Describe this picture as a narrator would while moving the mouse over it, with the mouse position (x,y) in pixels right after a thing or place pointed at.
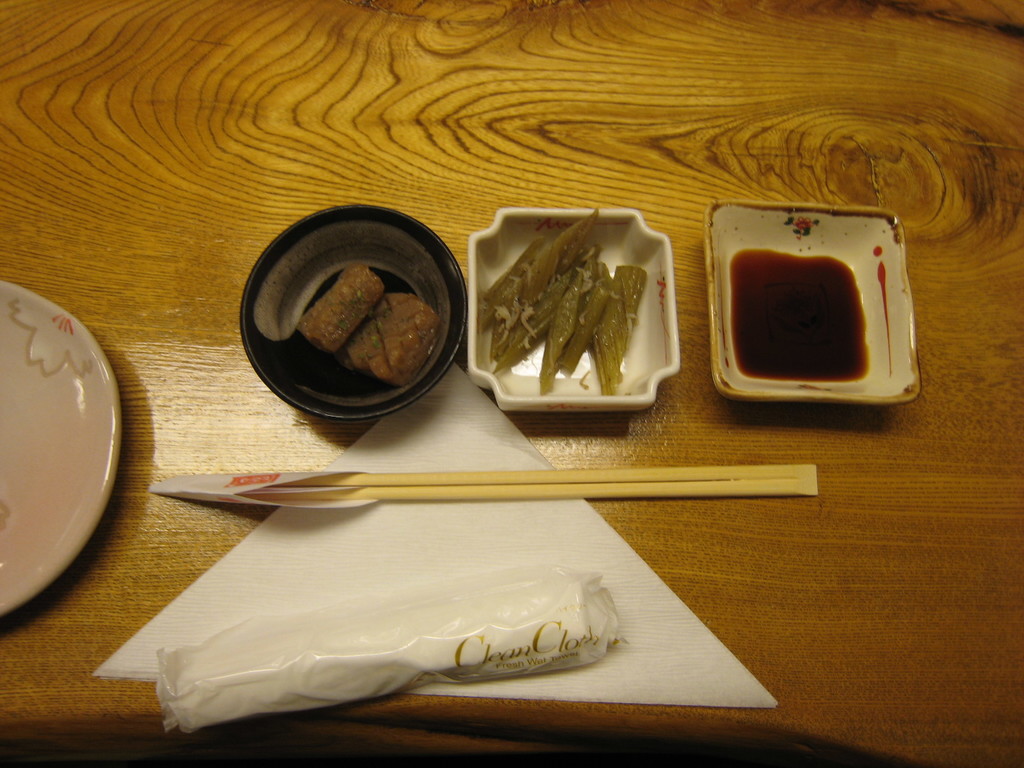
There is a table (520,122). On the table (933,222) there are many bowls (476,281) and plate (112,405). Inside the bowls (654,293) there are many food items (516,348), also there is a tissue (416,529), chop sticks (420,491).
